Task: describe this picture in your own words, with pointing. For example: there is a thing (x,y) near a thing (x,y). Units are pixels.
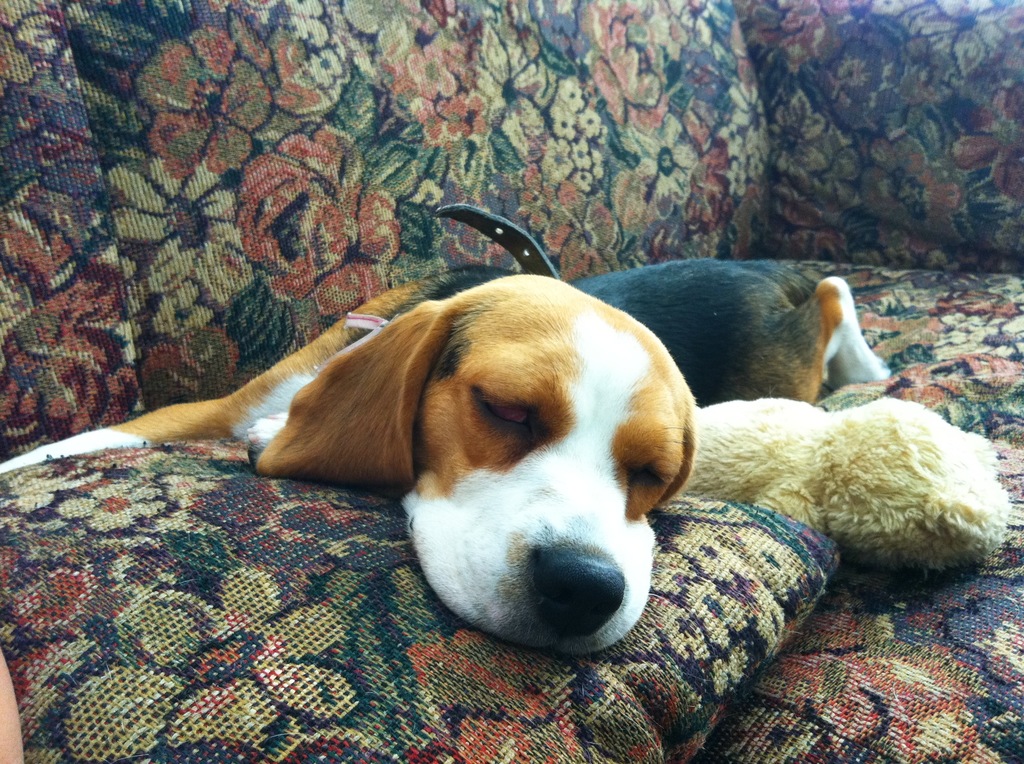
In this picture we can see a toy (873,506), pillow (241,568), dog (375,352) with a belt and this dog (565,431) is sleeping on a sofa (348,132).
